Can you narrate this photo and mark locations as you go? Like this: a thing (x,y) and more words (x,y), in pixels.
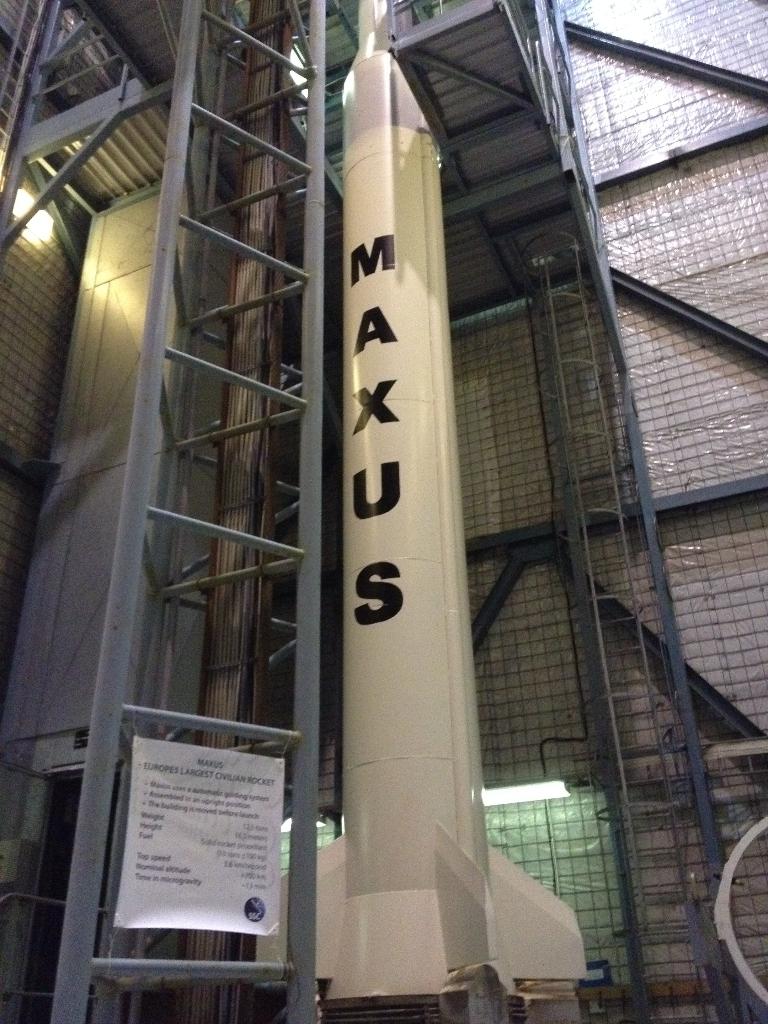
This looks like a rocket (433,372). I think this picture was taken inside the building (206,643). This looks like a kind of a ladder (249,60). I can see banner (276,919), which is tied to the ladder (266,737).
